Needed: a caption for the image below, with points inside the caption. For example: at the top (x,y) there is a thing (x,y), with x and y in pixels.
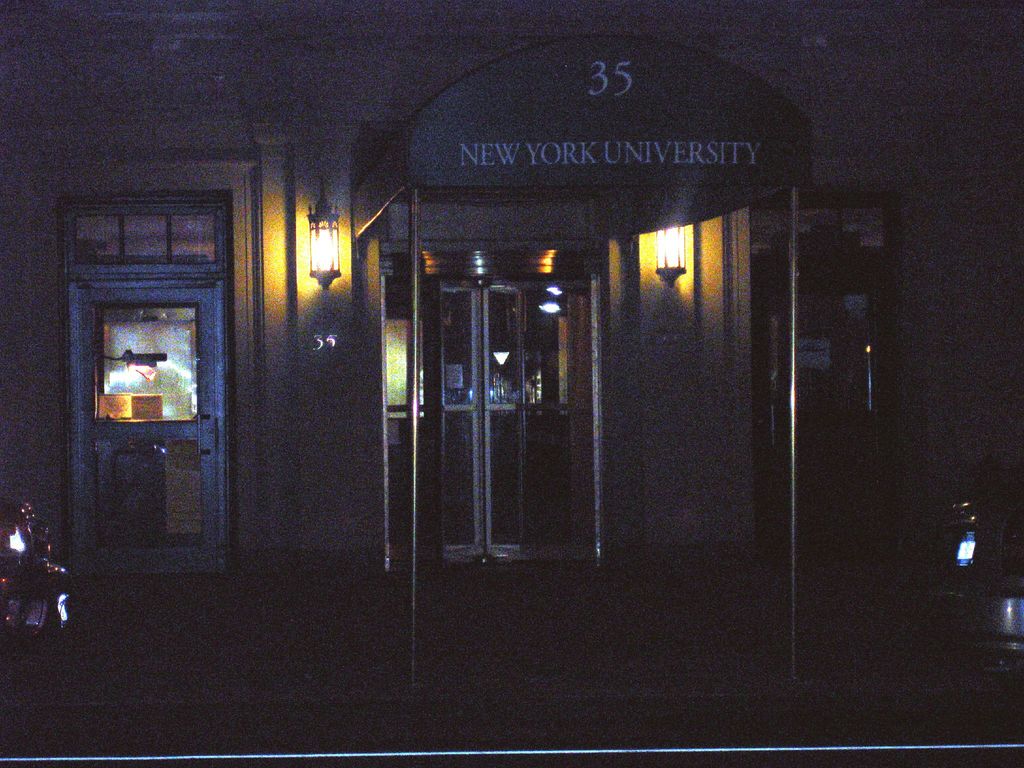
In the image there is a roof (538,147), on that roof (596,135) there is some text (594,157) and behind the roof (664,167) there are three doors (391,325), in between the doors (182,352) there are two lamps (322,276) fixed to the wall (638,374).
